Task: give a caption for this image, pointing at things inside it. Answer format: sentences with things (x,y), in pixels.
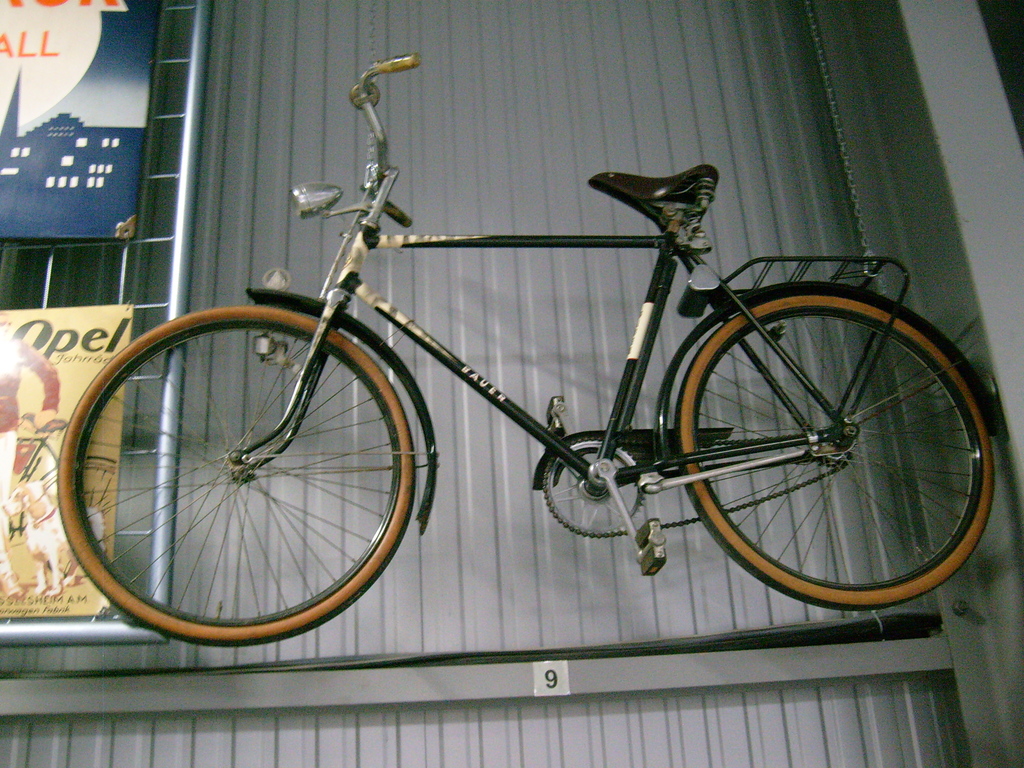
This picture seems to be clicked inside. In the center (449,360) there is a bicycle (700,503). In the background (191,135) we can see the metal rods (201,31) and banners (46,434) on which we can see the pictures (50,453) of some objects (63,70) and the text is printed.
